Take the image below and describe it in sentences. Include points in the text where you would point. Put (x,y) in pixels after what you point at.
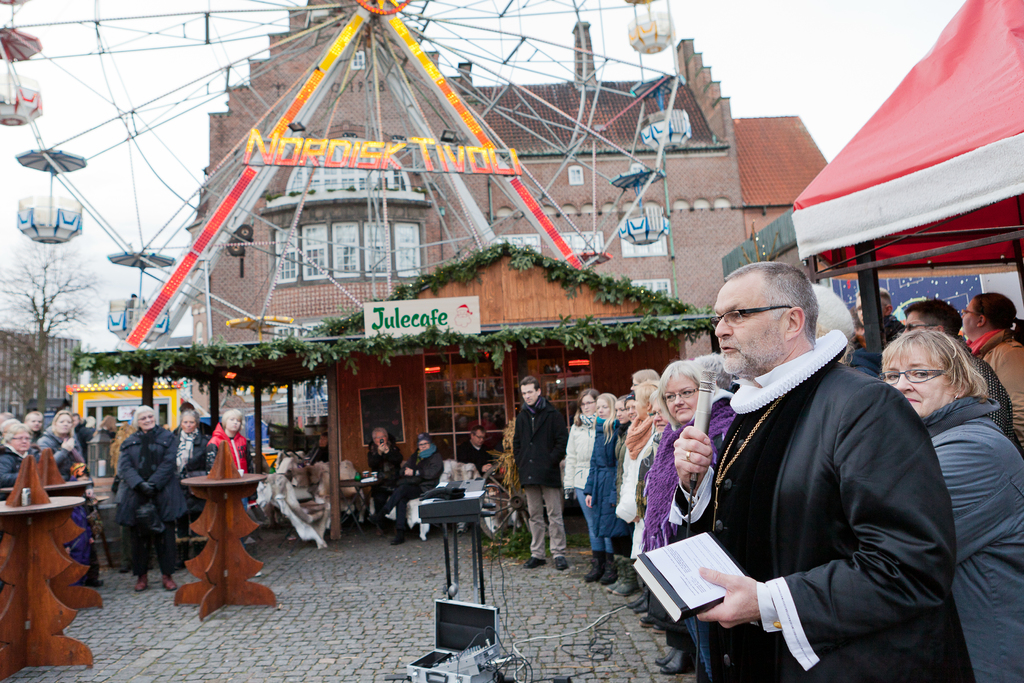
Here in this picture some people (668,473) are standing in a row. To right side (757,480) corner there is a man (803,551) standing holding a mike (697,426) in his right hand (697,451) and a book (686,571) in his left hand (733,583) and he is speaking. And to his back there is a lady (957,431) standing. And to the right top corner (933,219) there is red color tent (895,130). And in the middle of the picture (469,344) we can see a small hut (495,285). To the roof (489,301) there are some creepers (507,339). And we can also see a poster (423,324) on the hut (456,285). Hut (427,319) name julecafe. Behind the hut (473,289) there is a big giant wheel (380,165). Behind giant wheel (503,165) there is a building (616,162) with the roof (545,107). And to the left corner (44,305) we can see a tree (44,323) without leaves. In front of the tree (44,363) there are some people (59,447) standing.
